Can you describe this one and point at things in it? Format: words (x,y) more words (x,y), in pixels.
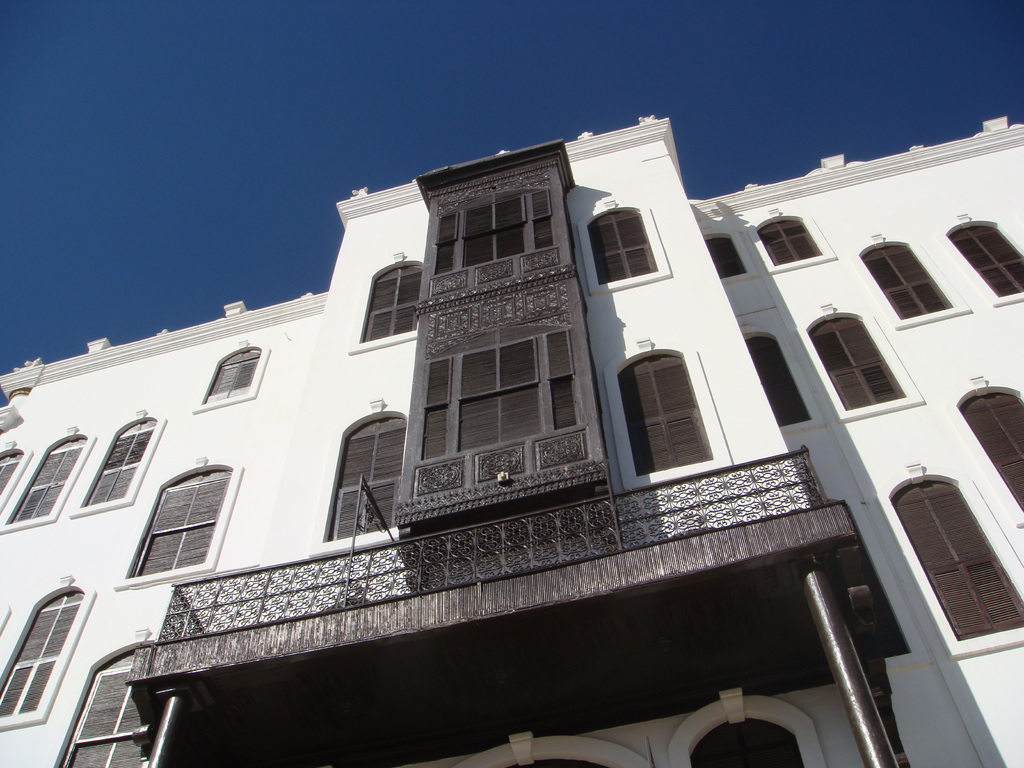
In this image we can see the white color building (352,348) with many windows (992,425). Here we can see the blue color sky (275,154).
